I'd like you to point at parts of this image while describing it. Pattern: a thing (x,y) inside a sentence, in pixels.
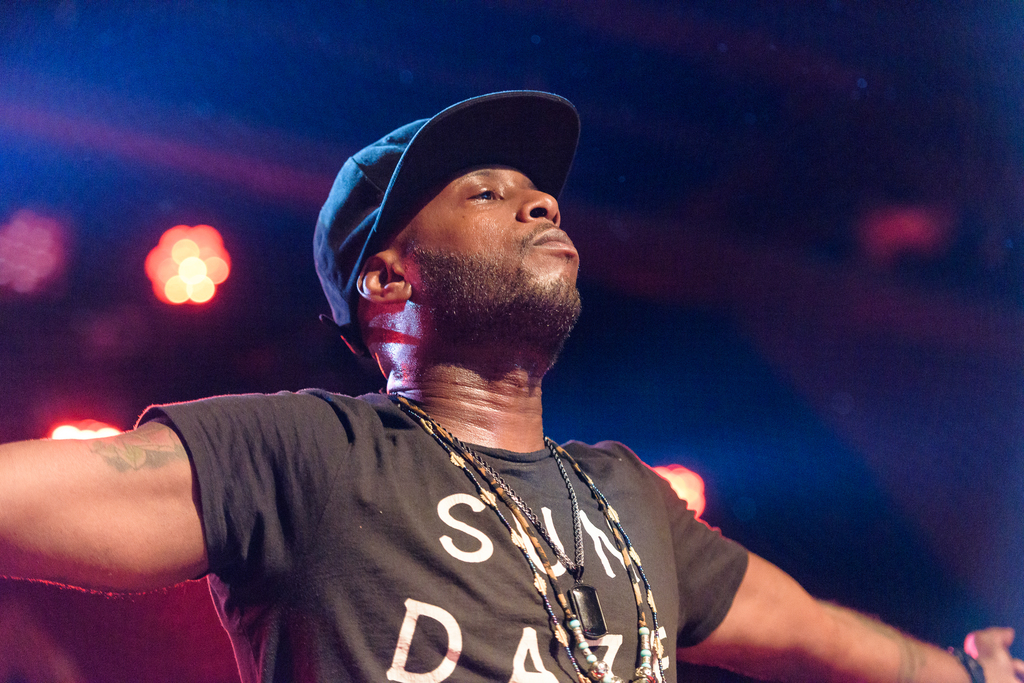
Here we can see a man (322,454) standing and there is a cap (422,173) on his head (446,192). In the background (109,332) the image is blur but we can see lights (75,427).
